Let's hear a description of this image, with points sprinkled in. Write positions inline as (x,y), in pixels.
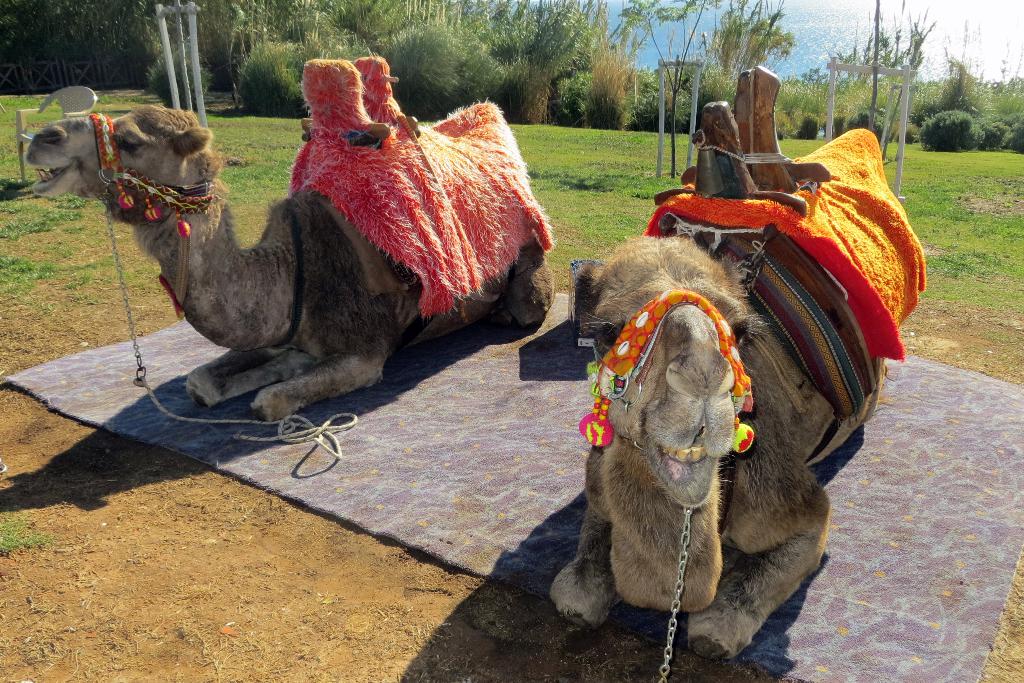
In this picture I can see couple of camels (487,318) on the carpet (488,515) and I can see clothes (463,218) on the camels (63,164) and in the back (490,45) I can see trees (530,41), water (805,49) and grass (637,131) on the ground (943,175) and a chair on the left side of the picture (48,96).
